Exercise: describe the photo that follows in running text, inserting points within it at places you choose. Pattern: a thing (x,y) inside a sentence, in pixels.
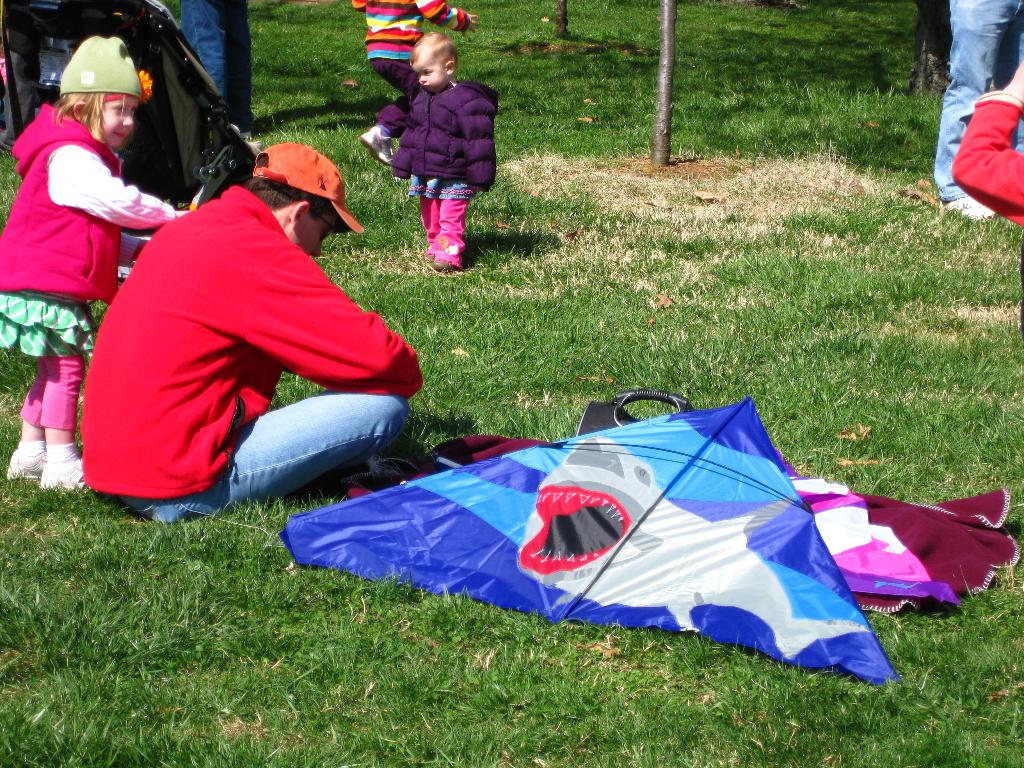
In this pictures there is a man (279,276) who is wearing an orange cap (312,161), red jacket (184,373), jeans (255,428) and shoe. He is sitting on the grass (153,552), beside him we can see a baby girl (74,212). On the right (1022,56) there is a person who is wearing jeans (1001,13). Here we can see a child (446,114) who is wearing jacket (458,147) and trouser (433,231). Beside that we can see another child (398,70) who is walking. On the bottom (621,594) we can see a kite (788,489).
